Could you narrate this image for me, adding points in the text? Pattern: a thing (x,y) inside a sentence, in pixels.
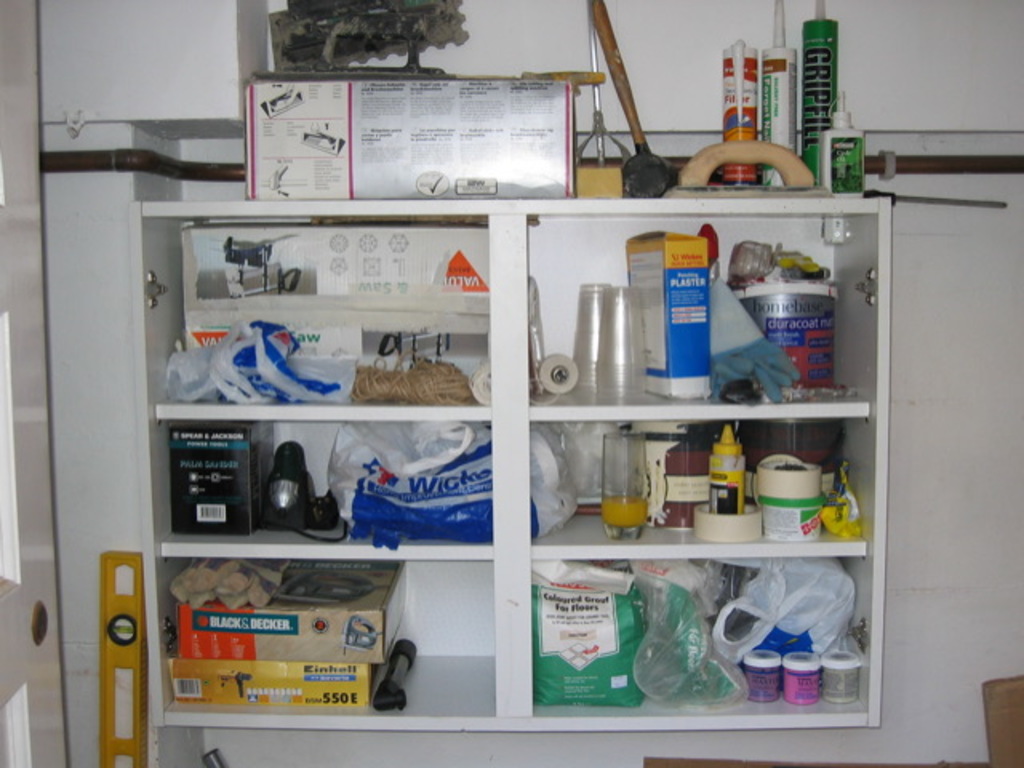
In the background of the image (169,749) there is a wall (961,290). To which there is a shelf (211,725) in which there are objects (485,291).
